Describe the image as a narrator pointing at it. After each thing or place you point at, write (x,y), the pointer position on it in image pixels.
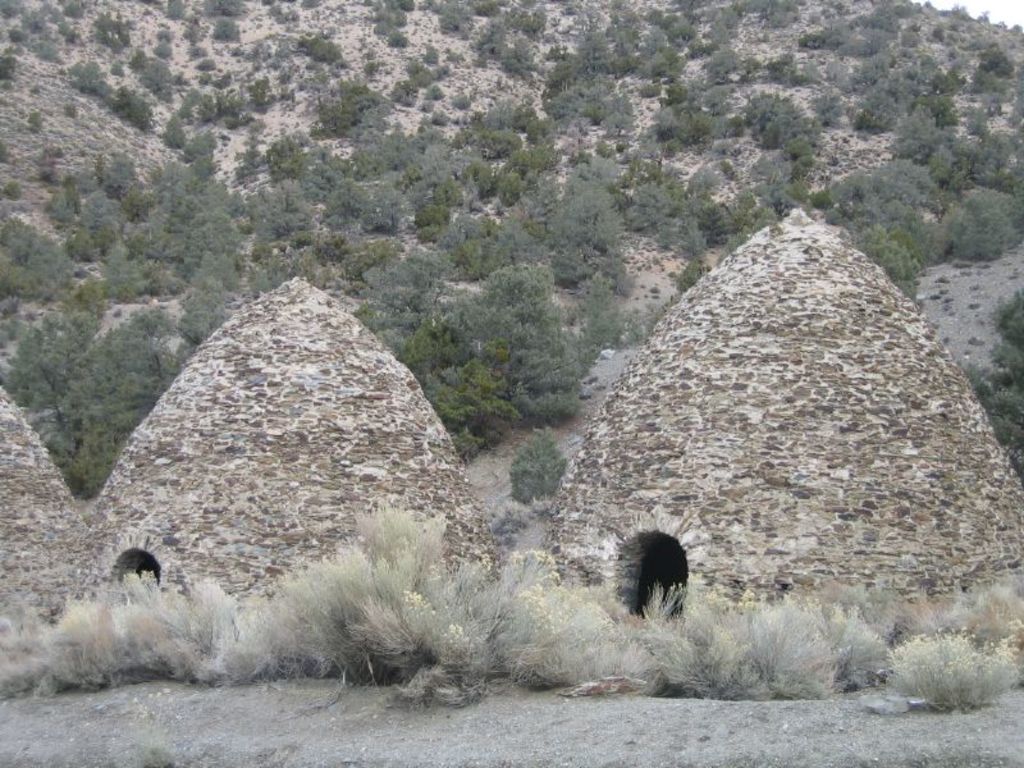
In this image, we can see some charcoal kilns (964,557). We can see the ground (418,744). We can also see some grass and plants (913,192).
